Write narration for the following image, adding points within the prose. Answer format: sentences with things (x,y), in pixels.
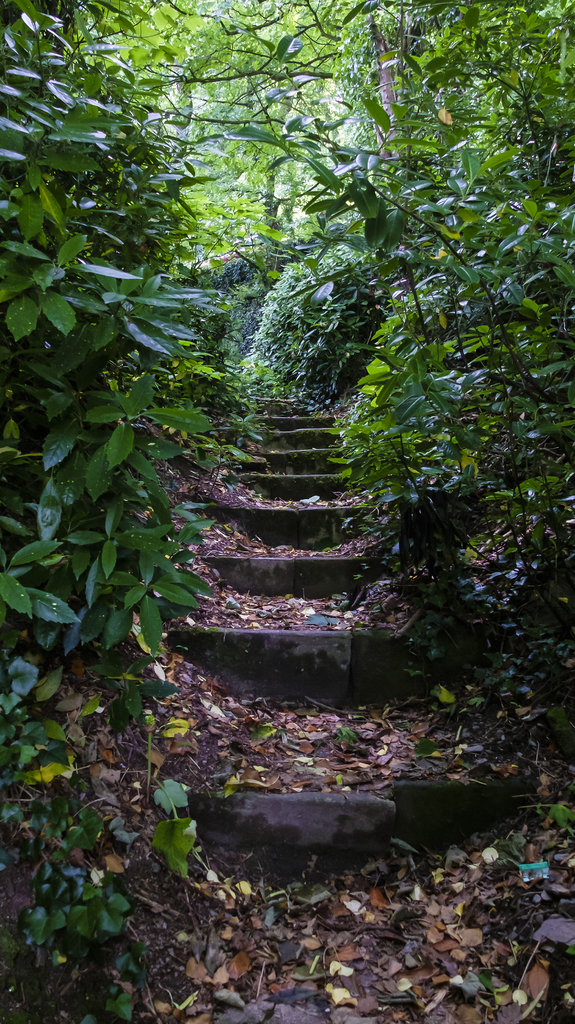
This picture is taken from the outside of the city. In this image, on the right side (406,103), we can see some trees (479,372) and plants (442,135). On the left side (30,57), we can see some trees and plants (43,56). In the background (280,250), we can see some trees (309,268) and plants (288,228). In the middle of the image (283,461), we can see a staircase (366,816) with some leaves (283,983).
